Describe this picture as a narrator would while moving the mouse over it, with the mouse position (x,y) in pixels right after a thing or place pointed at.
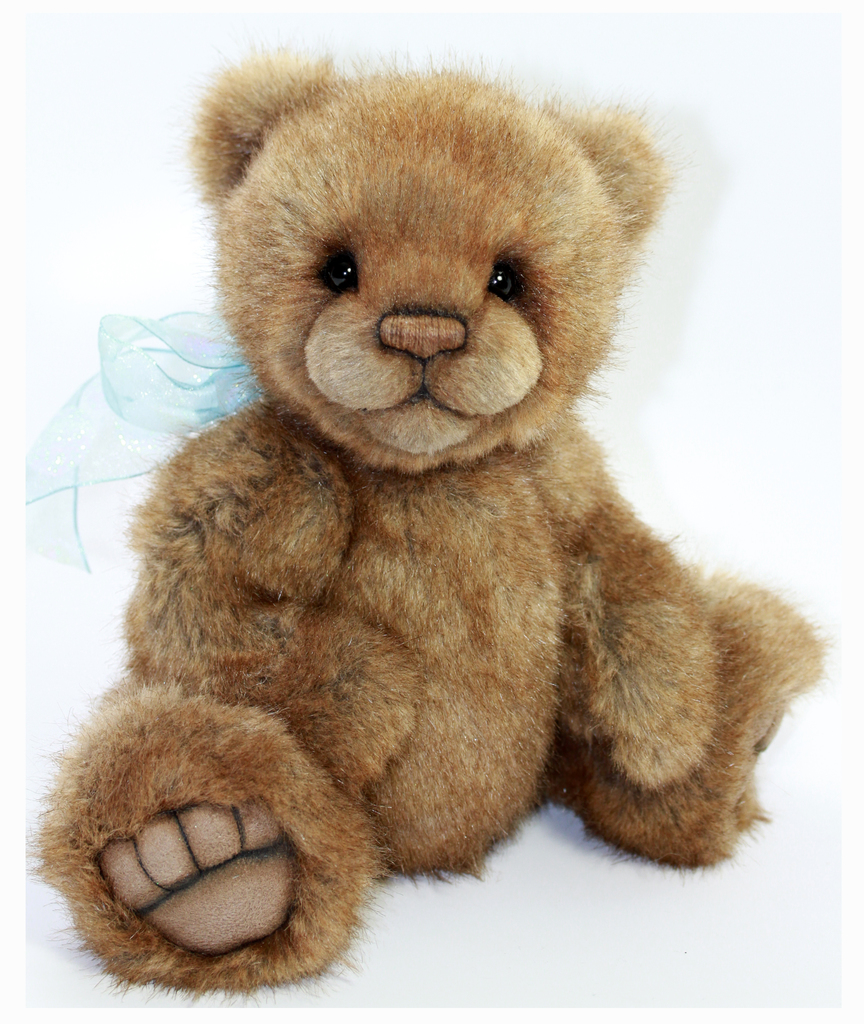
In this image we can see a soft toy (512,618).
